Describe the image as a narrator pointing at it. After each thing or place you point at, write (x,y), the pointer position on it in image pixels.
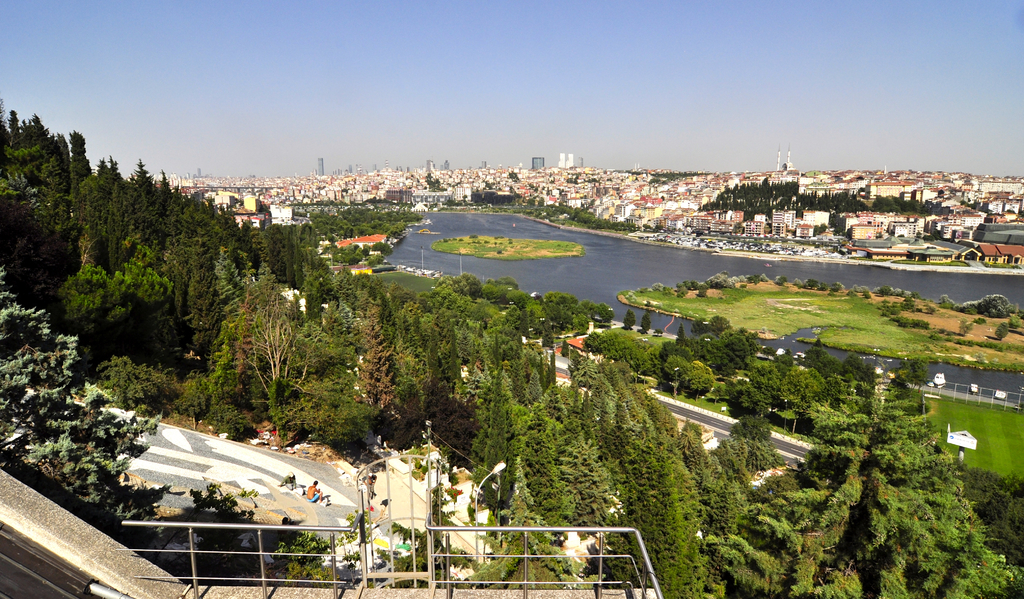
In the image in the center (566,284) we can see water (566,284), trees (636,495), plants (420,450), grass (990,452), fences (388,481), poles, sign boards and few people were sitting. In the background (386,118) we can see the sky (708,12), buildings (963,186), trees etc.
